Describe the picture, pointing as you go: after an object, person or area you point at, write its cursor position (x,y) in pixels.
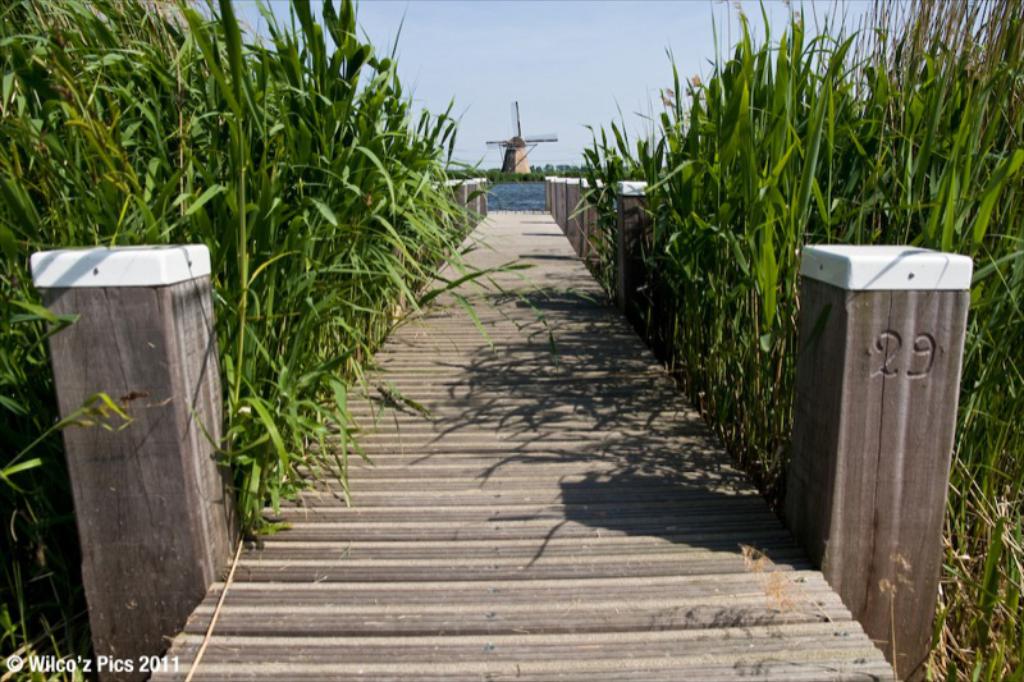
In this image we can see there is a bridge (434,458) and to that bridge (434,512) there are pillars (568,200). Beside the bridge (497,226) there are plants (248,188) and in front of it there is a water (517,192), windmill (515,162) and the sky (523,124).
